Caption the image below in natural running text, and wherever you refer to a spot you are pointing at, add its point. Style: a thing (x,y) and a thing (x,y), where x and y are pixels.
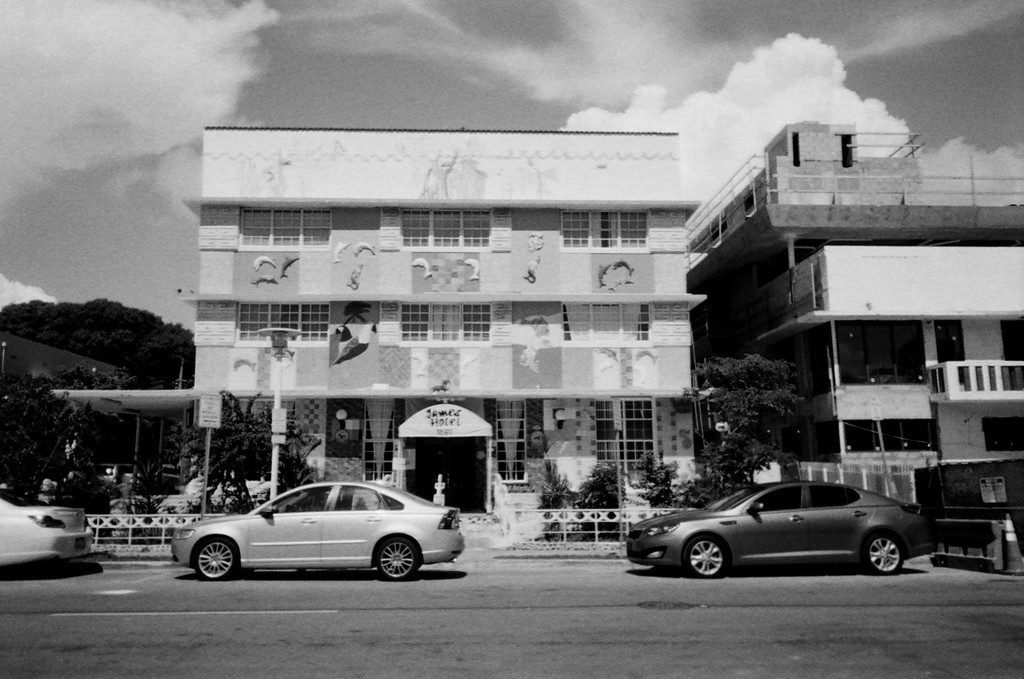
In the picture I can see buildings (604,425), trees (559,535), vehicles (812,553) on the road (483,607), fence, poles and some other objects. In the background (690,142) I can see the sky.
